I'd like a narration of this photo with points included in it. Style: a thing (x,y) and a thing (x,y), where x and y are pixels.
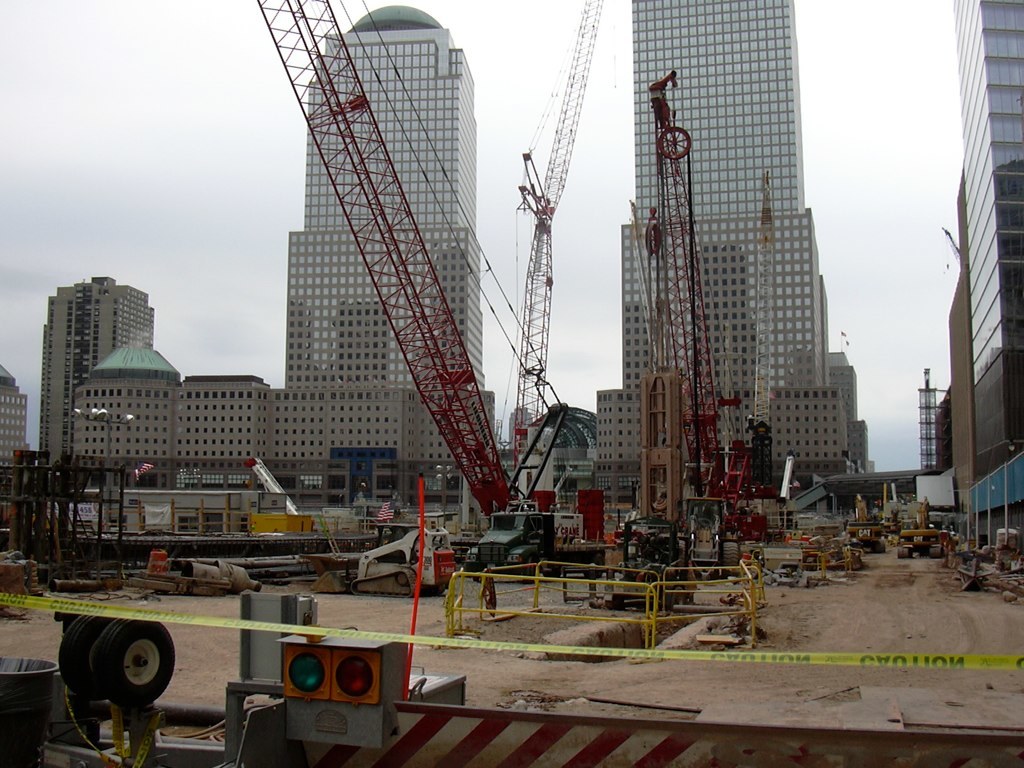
In this picture I can see there is a crane (539,498) in a construction zone (420,573) and in the background (318,359) there is some building (310,321) and the sky (188,157) is cloudy.
